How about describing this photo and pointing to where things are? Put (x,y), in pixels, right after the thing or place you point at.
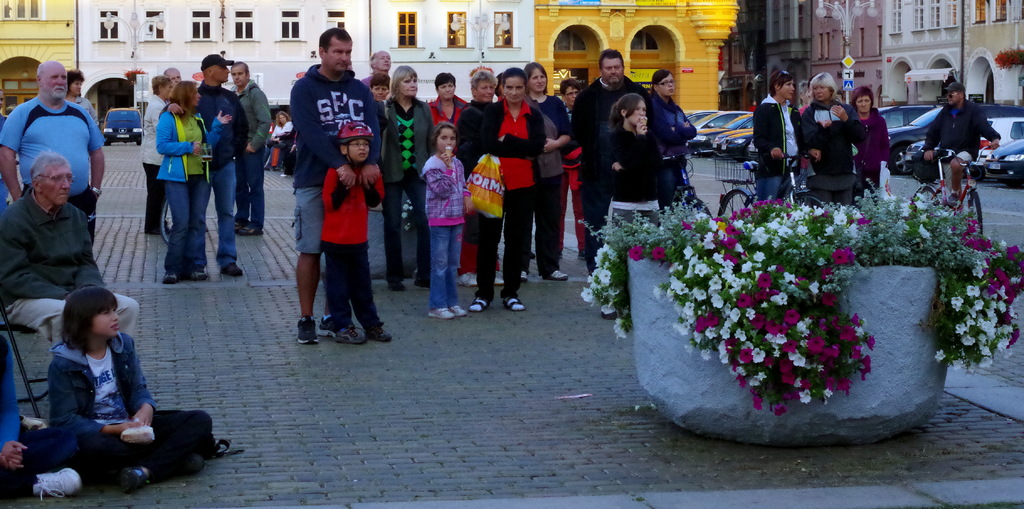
In this image, we can see some people (608,108), buildings (760,92), vehicles (750,116), poles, boards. We can see the ground (497,316) with some objects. We can also see an object (642,294) with some plants (888,249) and flowers (782,324).
